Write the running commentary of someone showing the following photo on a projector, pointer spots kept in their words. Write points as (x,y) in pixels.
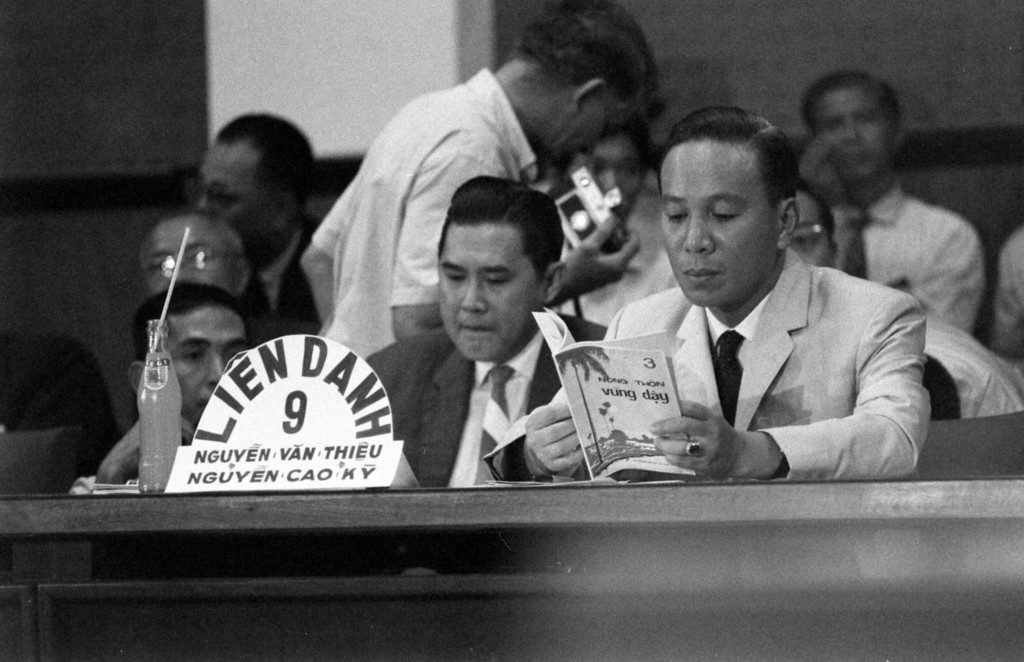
Here people (877,434) are sitting and a person (813,413) is reading the book (661,412). There is a cool drink bottle (161,439) at here.
